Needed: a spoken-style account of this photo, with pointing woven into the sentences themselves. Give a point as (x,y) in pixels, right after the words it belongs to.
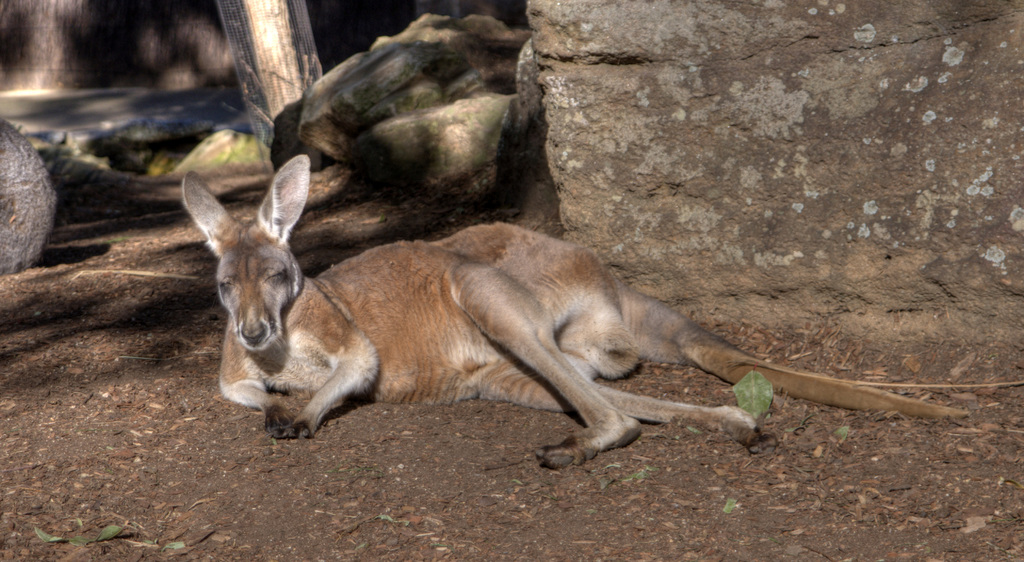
In this image we can see a kangaroo (438,329). In the back (327,95) there are rocks (729,52).
